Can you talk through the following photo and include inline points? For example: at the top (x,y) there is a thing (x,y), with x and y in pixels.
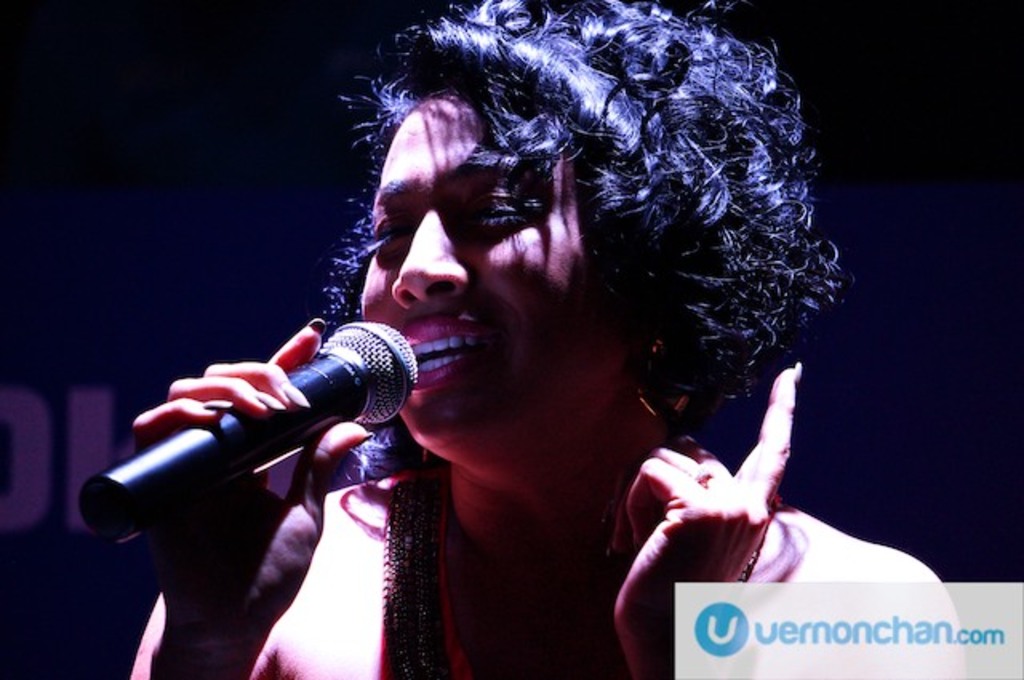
In the middle of the image (373,256) a woman (449,146) is standing and holding a microphone (94,497) and singing.
